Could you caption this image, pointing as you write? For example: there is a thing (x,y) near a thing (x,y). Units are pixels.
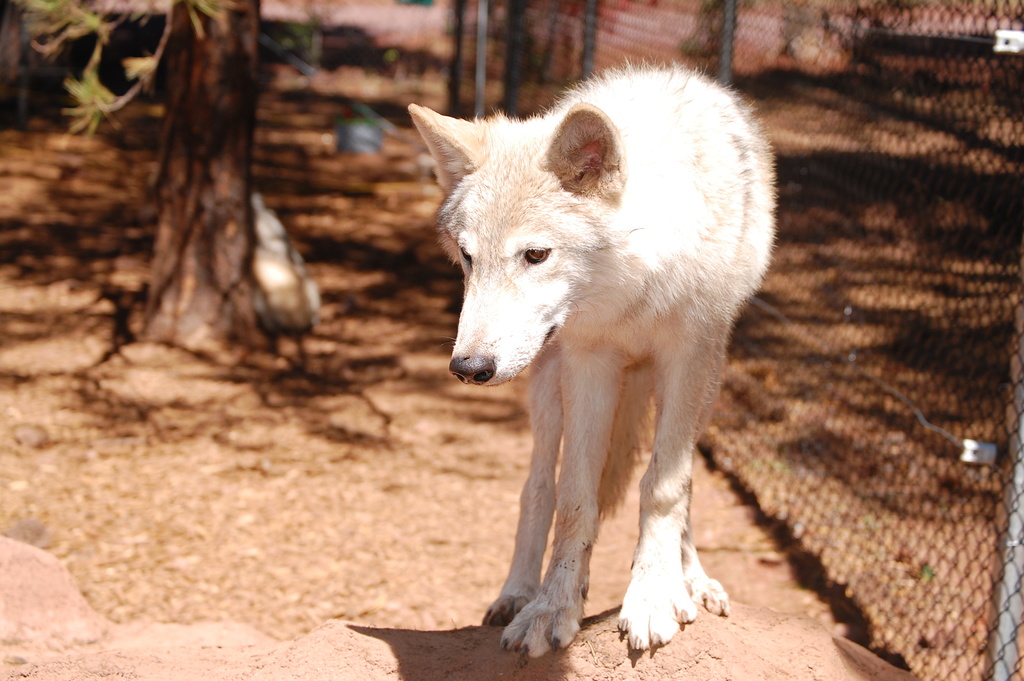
In this image we can see a dog (583,427). In the background (166,267) there is a tree (207,193) and we can see a fence (873,276).
